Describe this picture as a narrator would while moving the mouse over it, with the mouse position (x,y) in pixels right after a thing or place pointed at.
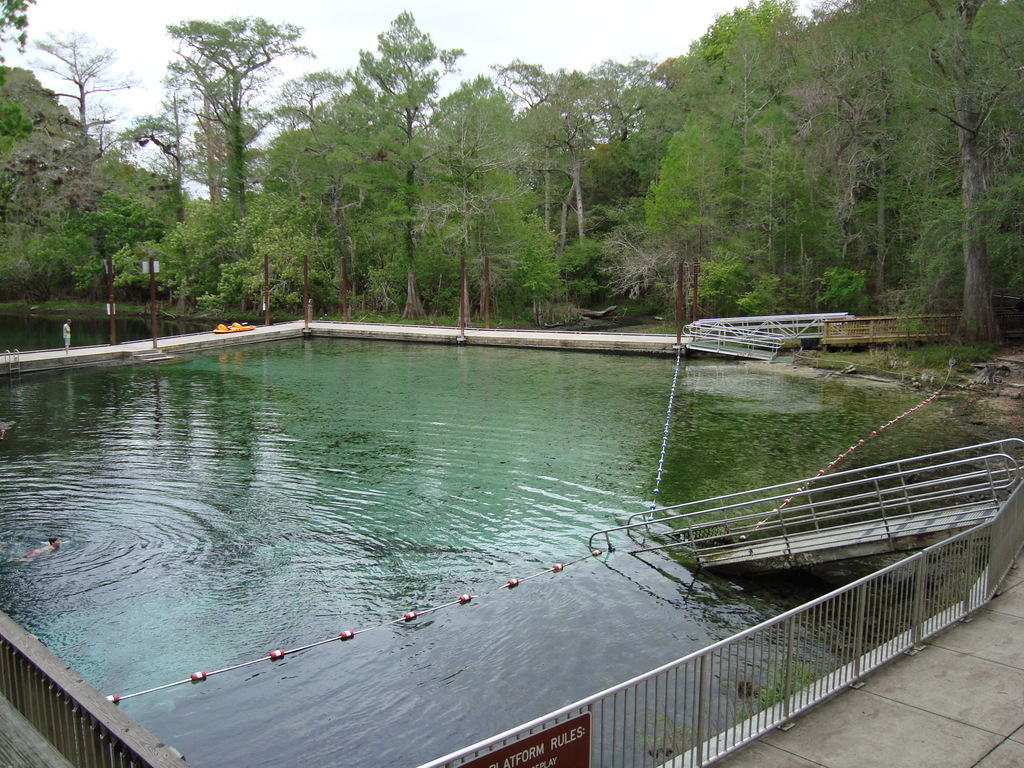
In this image we can see objects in the water (106,557), board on a fence (864,628), railings (868,595), objects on a platform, boards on the poles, trees (302,132) and sky (137,102).
